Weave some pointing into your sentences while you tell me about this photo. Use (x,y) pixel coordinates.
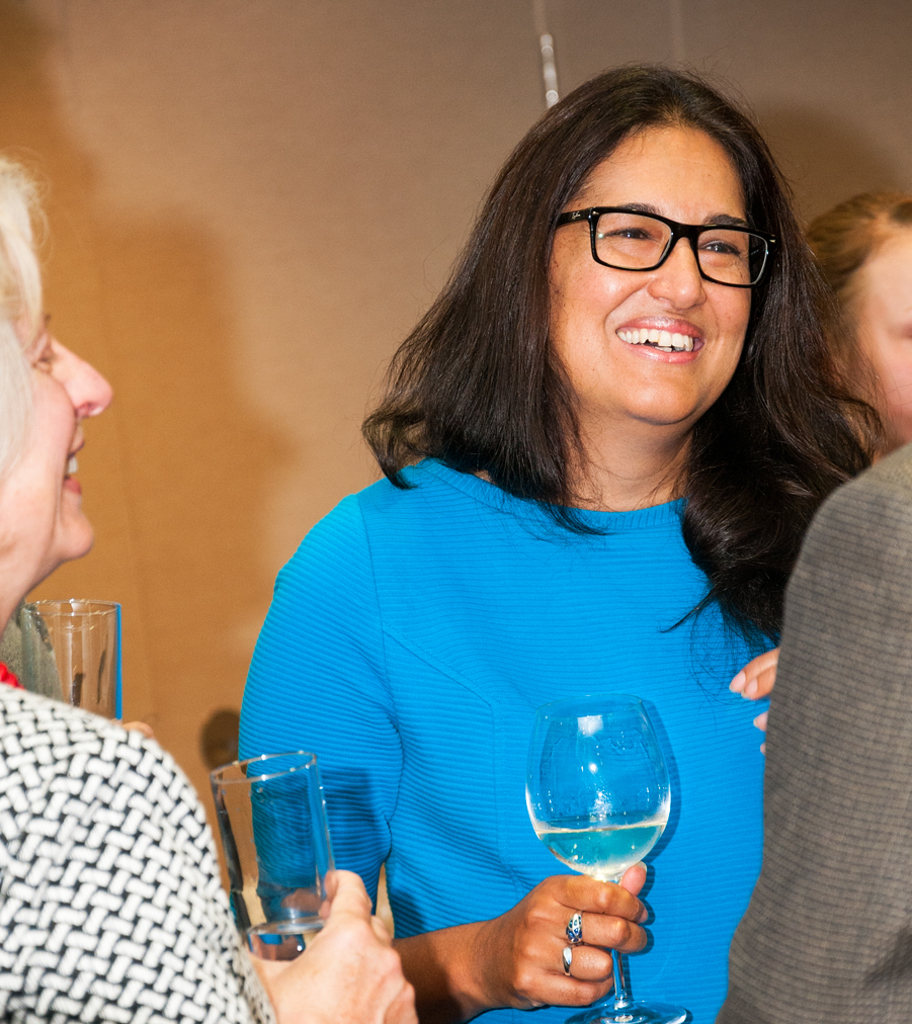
There is a room (170,511). There is a group of people (386,822). They are standing. They are holding a glass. In the center (574,489) we have a woman (602,626). She is wearing a spectacle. They are smiling. We can see in background (196,237) wall (282,233).
